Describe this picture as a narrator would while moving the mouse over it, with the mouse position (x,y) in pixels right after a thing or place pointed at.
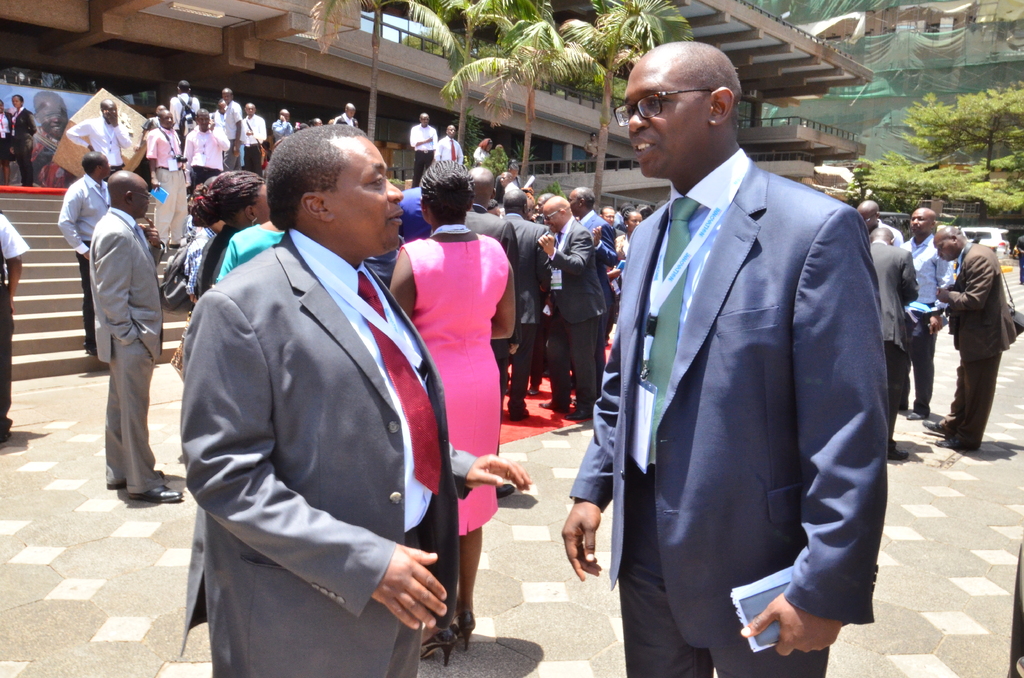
In this image in front there are people (788,372). Behind them there are a few other people (996,351) standing. At the bottom of the image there is a mat (521,432) on the floor (564,519). On the left side of the image (21,346) there are stairs (54,346). There is a screen (45,181). In the background of the image (432,89) there are trees (440,29), buildings (821,113).
